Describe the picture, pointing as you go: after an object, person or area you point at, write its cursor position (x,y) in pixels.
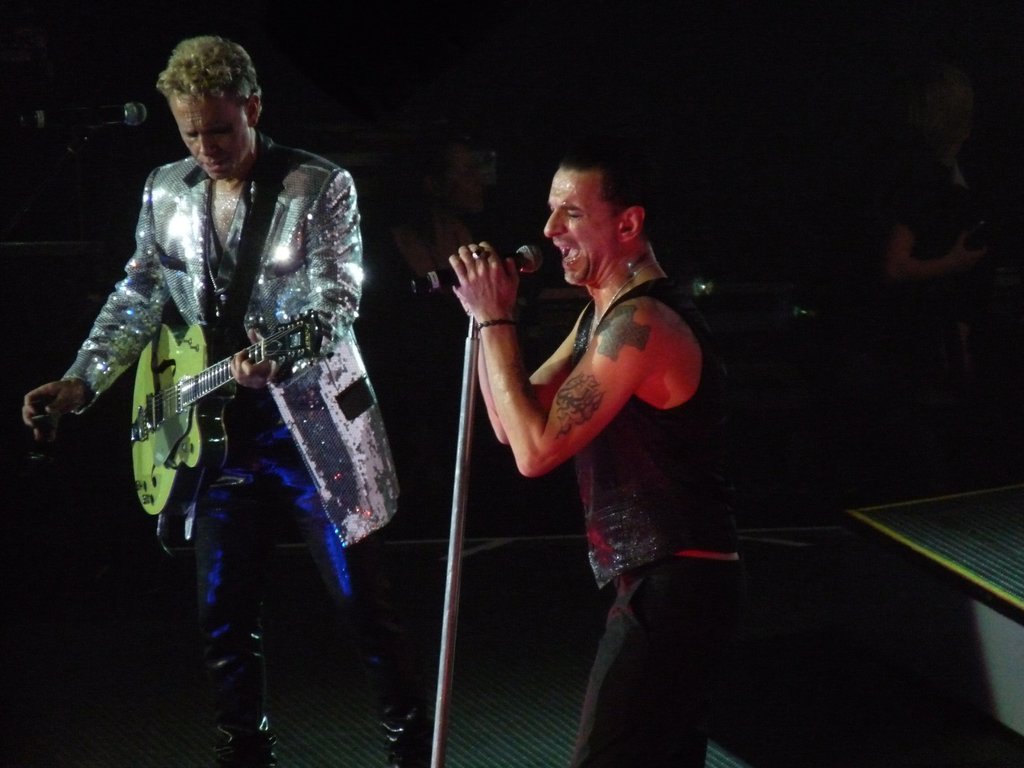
In this picture we can see two men (225,233) where here man (187,235) wore blazer (194,255) holding guitar (190,357) in his hand (260,346) and beside to him other man (604,383) singing on mic (535,261) and in background (397,94) it is dark, some more persons (928,249).
